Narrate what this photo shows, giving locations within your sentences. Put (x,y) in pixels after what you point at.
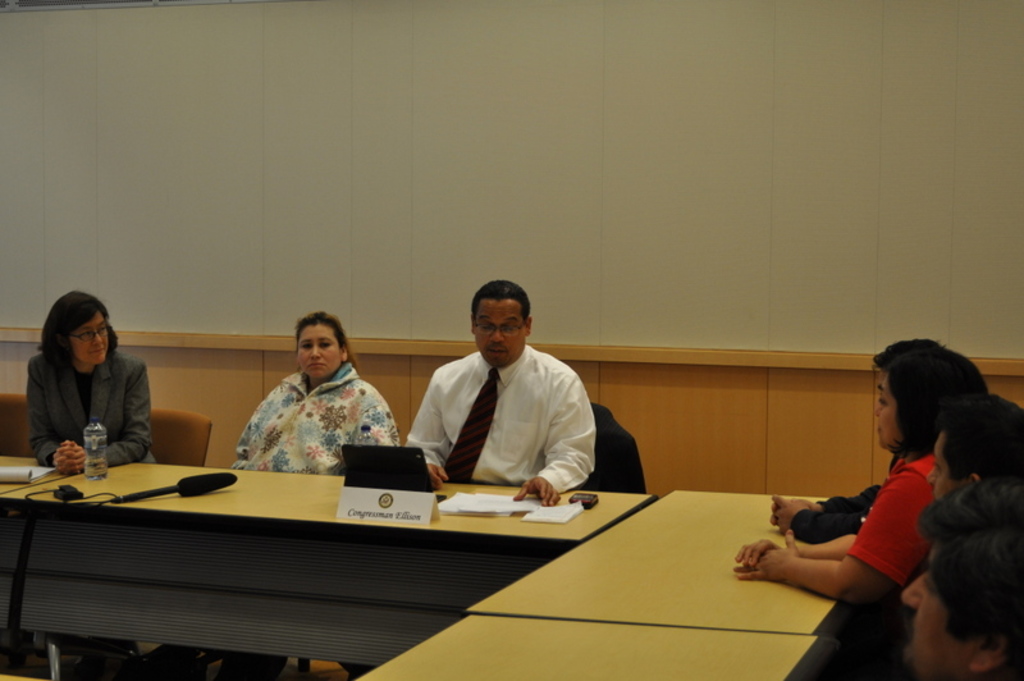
These persons (67,387) are sitting on a chair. On this table (311,517) there is a mic (186,487), bottle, book (21,472) and papers (478,510).
